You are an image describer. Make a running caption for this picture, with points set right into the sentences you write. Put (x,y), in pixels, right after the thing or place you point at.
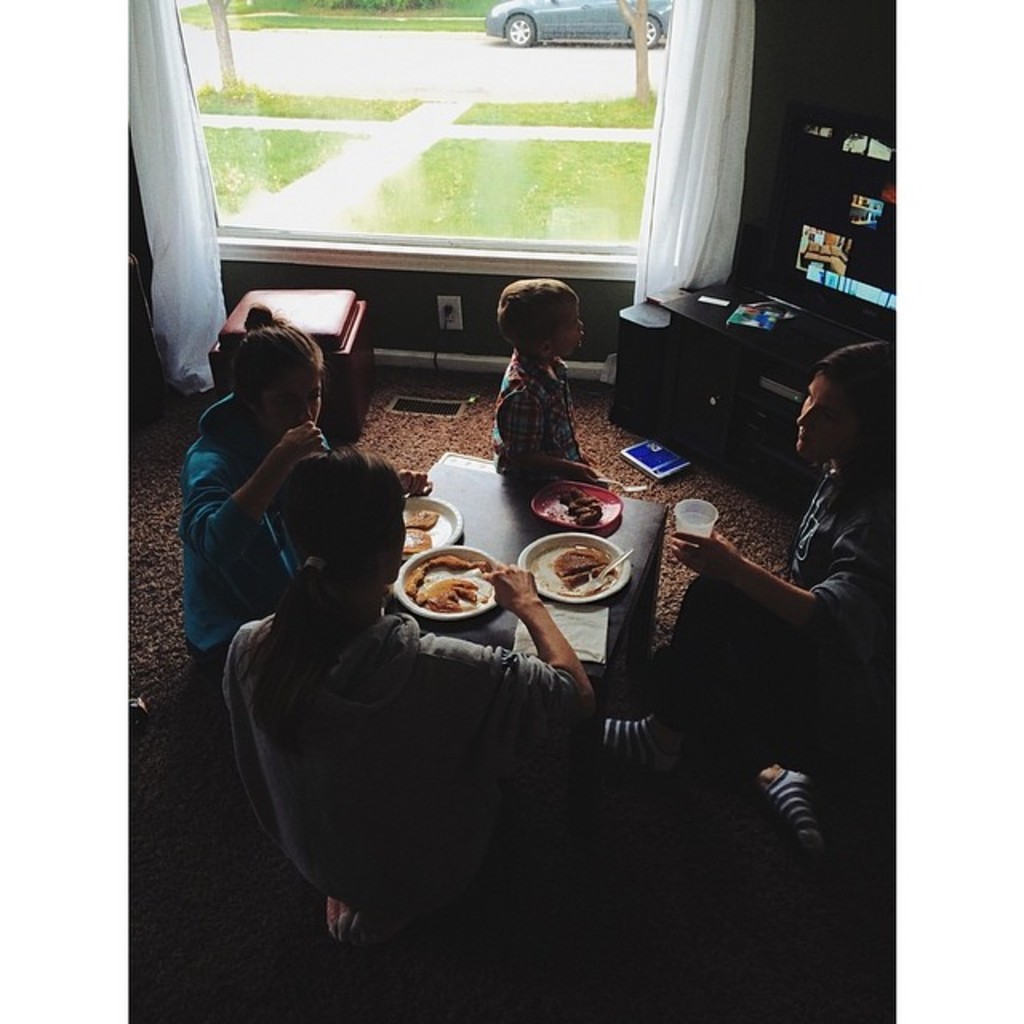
The picture is taken inside a room (709,896). There are few people (397,740) having food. In the middle (505,645) there is table (520,527) on the table (532,511) there are foods (426,587) on plates (488,598). In the top right (720,313) there is a table (754,337) on that there is a television (820,225). In the ground (487,989) there is a carpet (218,921). In the background (615,48) there is a window (515,139) through which we can see outside. There are two curtains (688,101) beside the window (386,232). Outside there is a car (543,15).
